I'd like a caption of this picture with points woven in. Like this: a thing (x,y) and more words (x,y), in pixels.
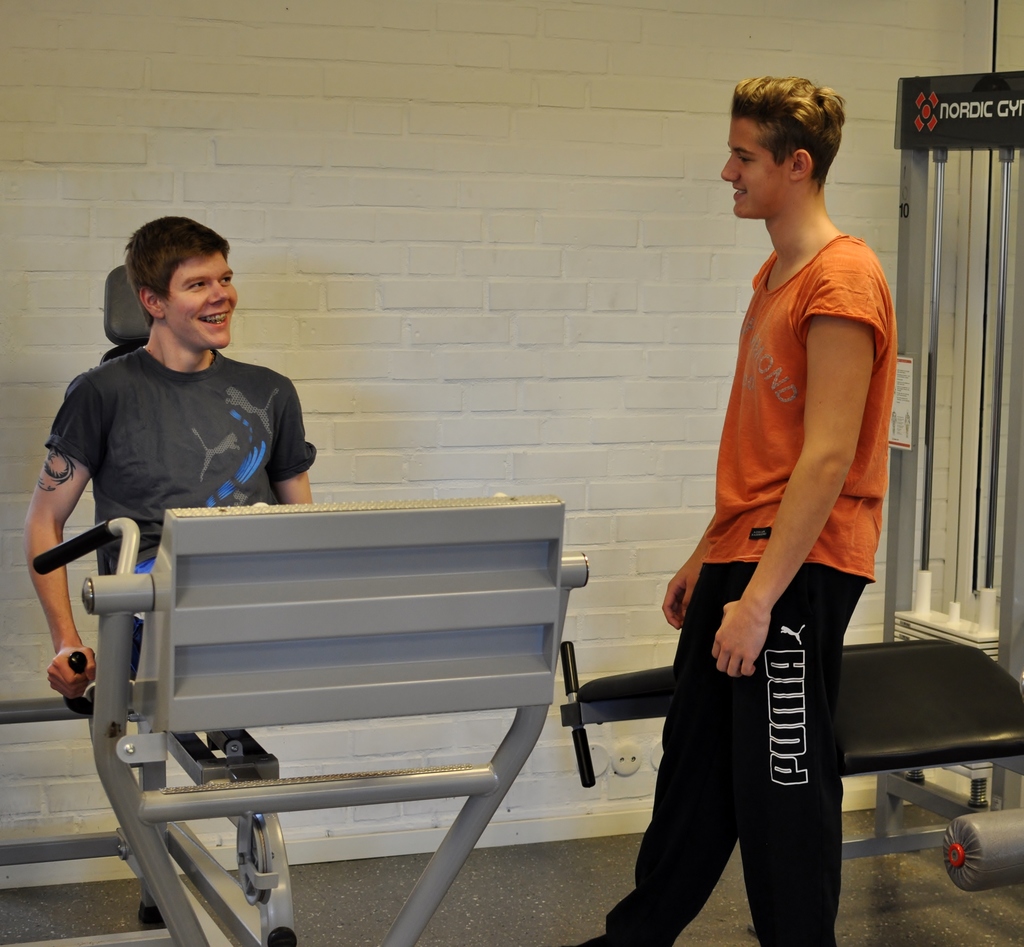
In this image there is a man (735,792) standing on a floor (524,912) and a man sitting on a workout machine (174,644), in the background (440,210) there is a wall (553,216).
